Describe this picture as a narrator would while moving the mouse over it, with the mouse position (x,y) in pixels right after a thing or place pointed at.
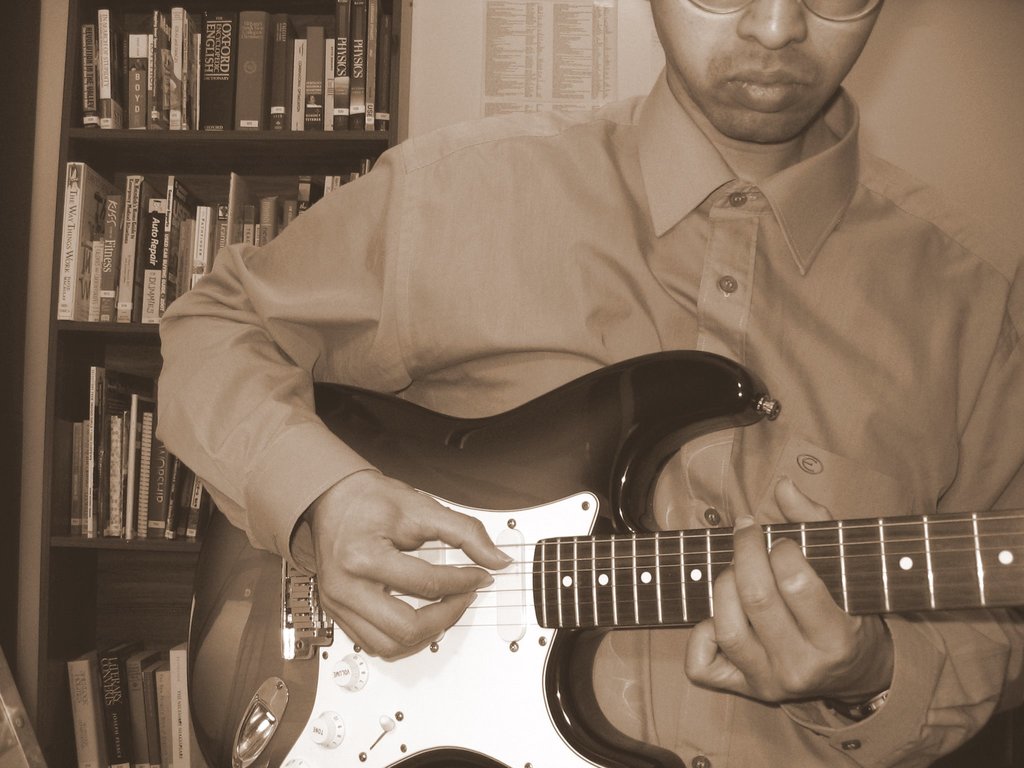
In this image, we can see a person (653,687) holding a guitar (609,379) and in the background (289,156), there are books (128,649) in the rack (84,326) and we can see a paper (513,54) on the wall (459,41).
